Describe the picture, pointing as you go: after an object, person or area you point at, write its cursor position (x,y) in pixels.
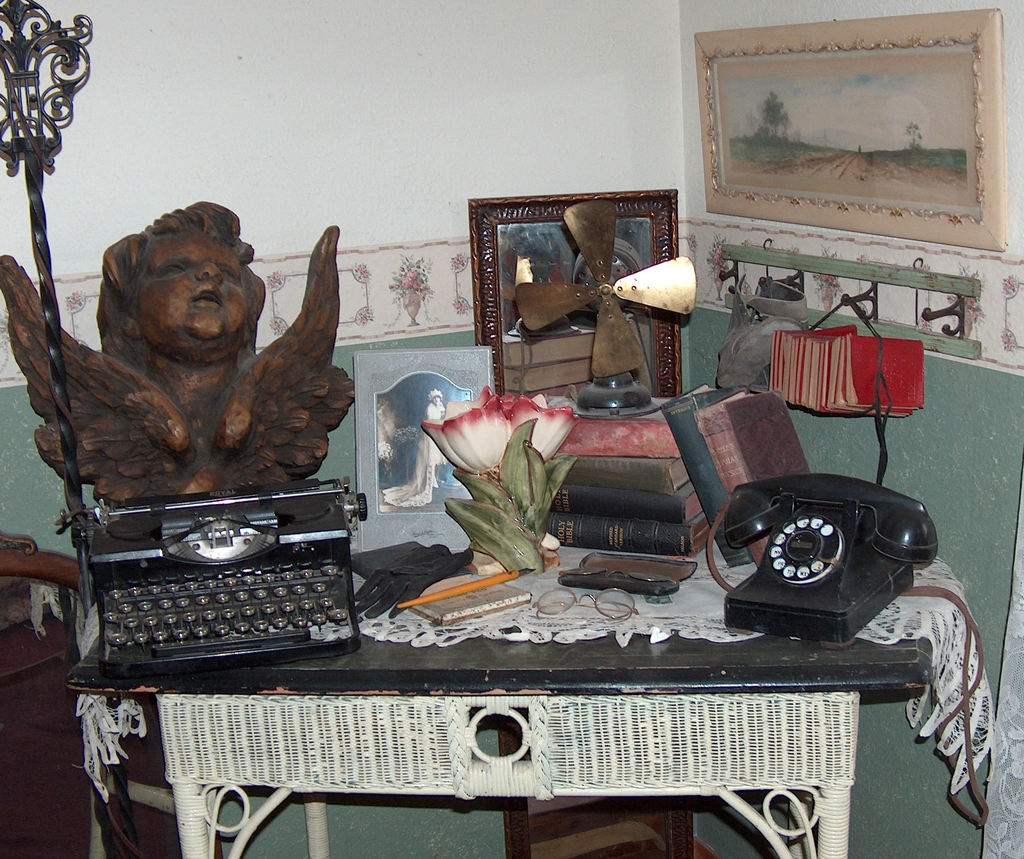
There is a table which has telephone (819,591), books (613,440) and some other objects (478,496) on it.
